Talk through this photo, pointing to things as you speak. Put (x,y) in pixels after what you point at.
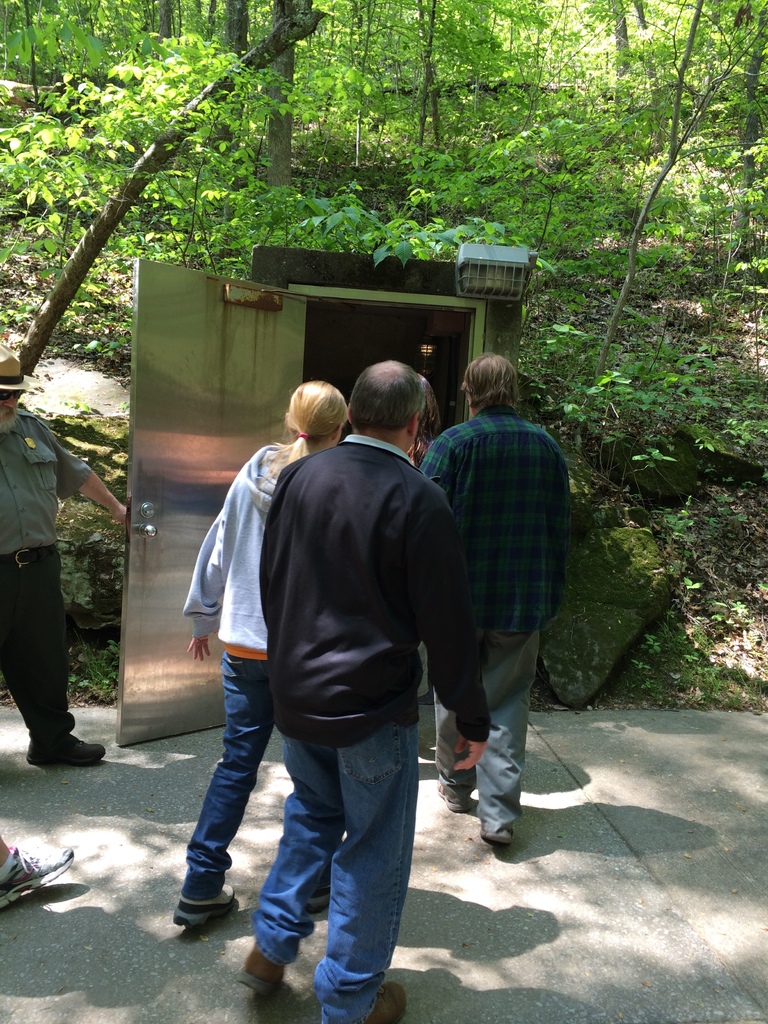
In this image there are people (378,832) walking on a road (425,969), in the background (343,209) there is a room (255,305) and trees (335,68).
